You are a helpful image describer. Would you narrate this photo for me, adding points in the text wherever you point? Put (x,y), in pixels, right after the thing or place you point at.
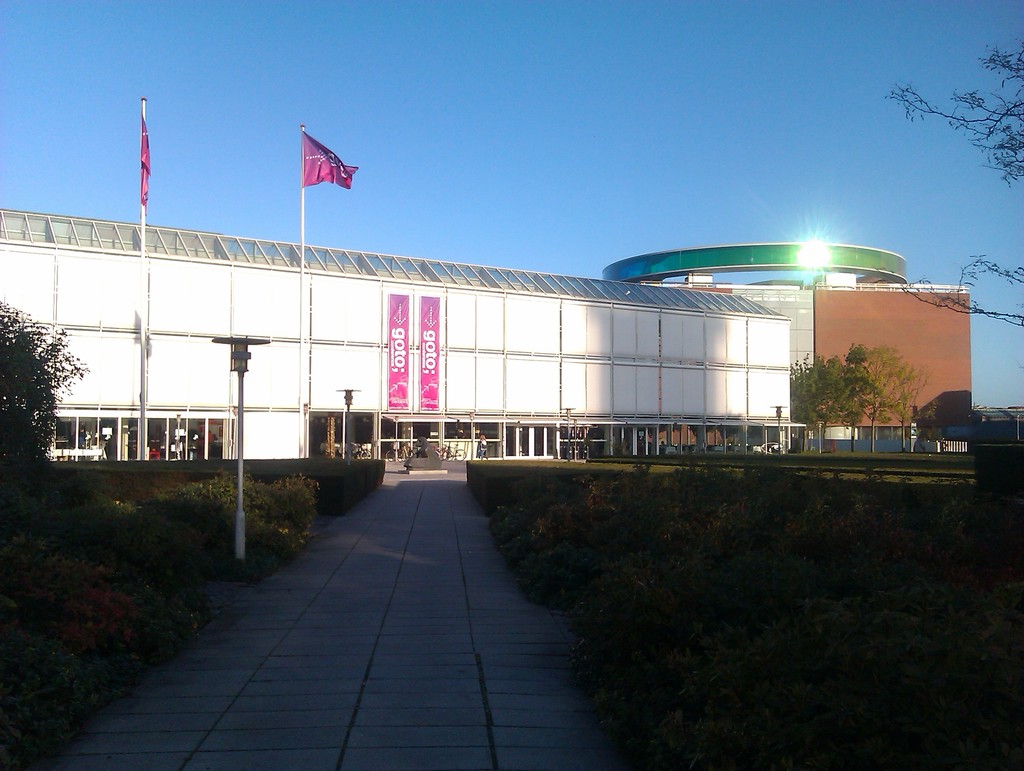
In this picture I can see the path (397,617) in the center (394,509) and I see the plants (126,512) on both the sides. In the middle of this picture (420,286) I can see the buildings (789,270), few poles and 2 flags (141,164). I can also see few trees (1011,149). In the background (325,86) I can see the sky (710,82).
